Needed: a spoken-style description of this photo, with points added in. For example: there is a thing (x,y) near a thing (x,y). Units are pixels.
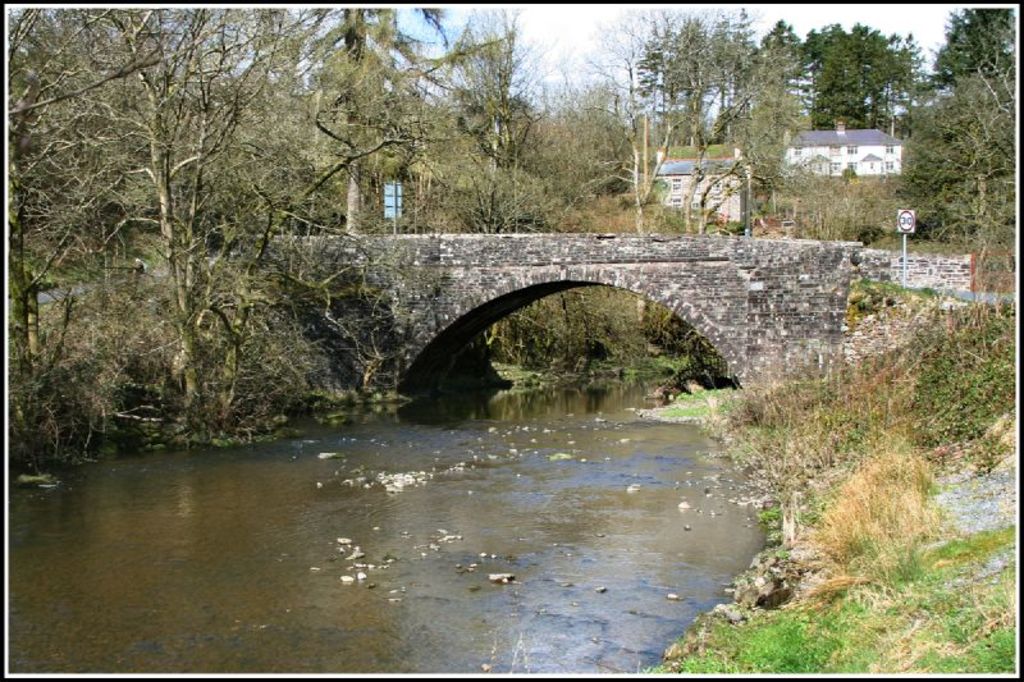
In this image I can see the water (442,531), some grass (820,569) on the ground (823,588), few trees (100,75) and a bridge (498,276). In the background (728,132) I can see few trees (759,160), few buildings (693,207), two boards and the sky (549,27).
